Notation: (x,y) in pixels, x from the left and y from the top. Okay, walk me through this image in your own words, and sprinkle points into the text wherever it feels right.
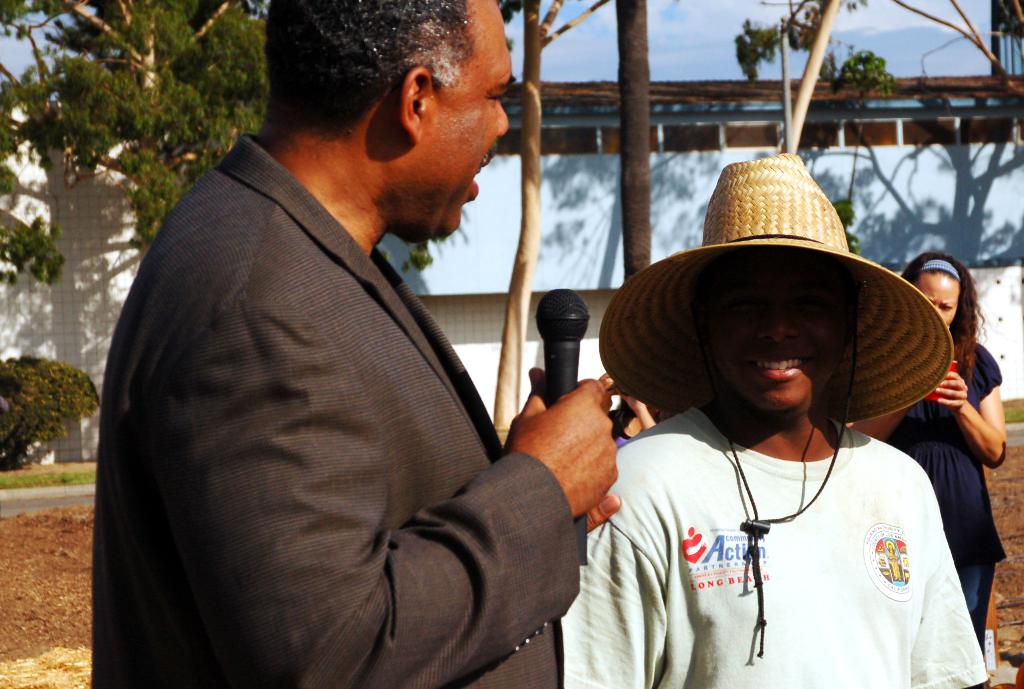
to the left side (277,328) there is a man (390,394) with grey jacket (387,392) is holding a mic (557,393) in his hand (564,419) and he is smiling. Beside him there is another boy (810,530) with white t-shirt (824,625) and a hat (875,337) on his head (827,379) is smiling and he is standing. Behind the boy (888,464) there is a lady (972,430) with blue dress (952,484) is standing and holding red color object (952,369) in her hand (956,385). In the background (957,156) there is a building (775,124) and a trees (189,51).
